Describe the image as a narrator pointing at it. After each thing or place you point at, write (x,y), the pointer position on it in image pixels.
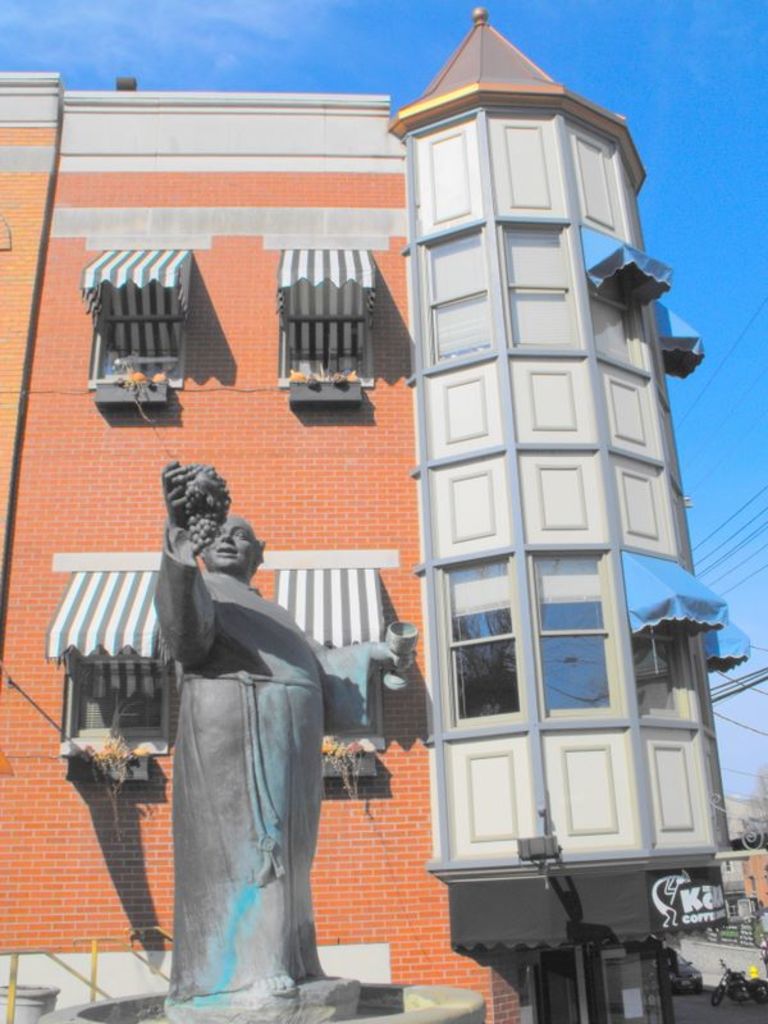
In this picture we can see a statue (291,821) in the front of the image (233,745). Behind there is a brown color brick building (431,497) with glass windows (598,614). On the right side (650,601) there is a blue color canopy sheds (657,601) on the windows (610,667). On the extreme right side (741,510) there are some electric cables (739,549).
